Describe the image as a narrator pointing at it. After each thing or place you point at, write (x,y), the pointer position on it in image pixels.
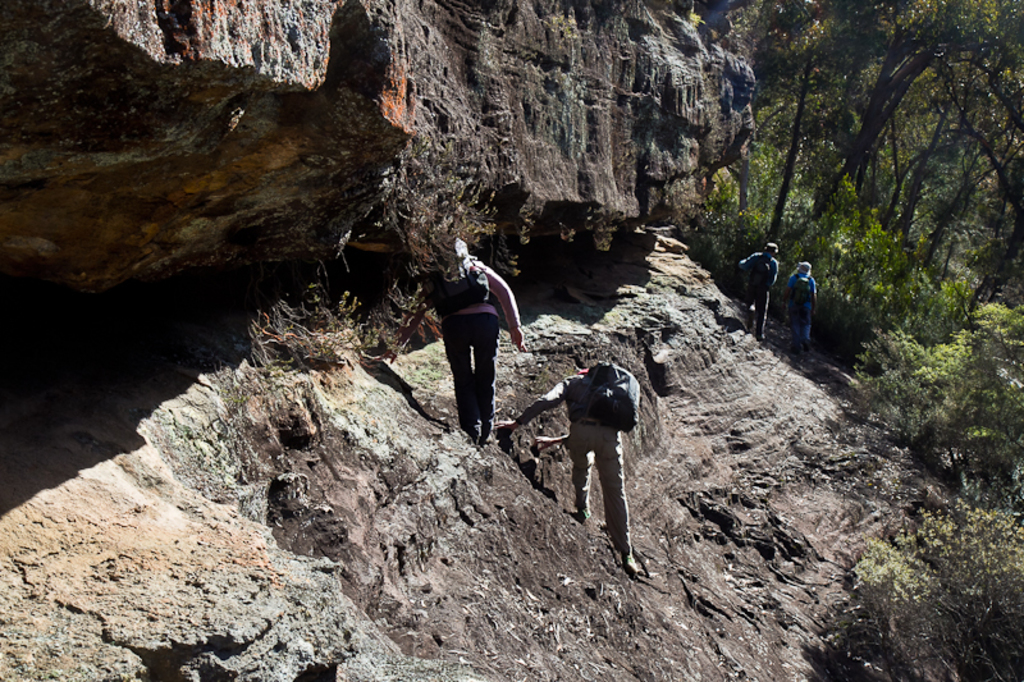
There are four people (456,332) walking. This looks like a hill (370,425). These are the trees (850,197) with branches (944,265) and leaves (937,389).
